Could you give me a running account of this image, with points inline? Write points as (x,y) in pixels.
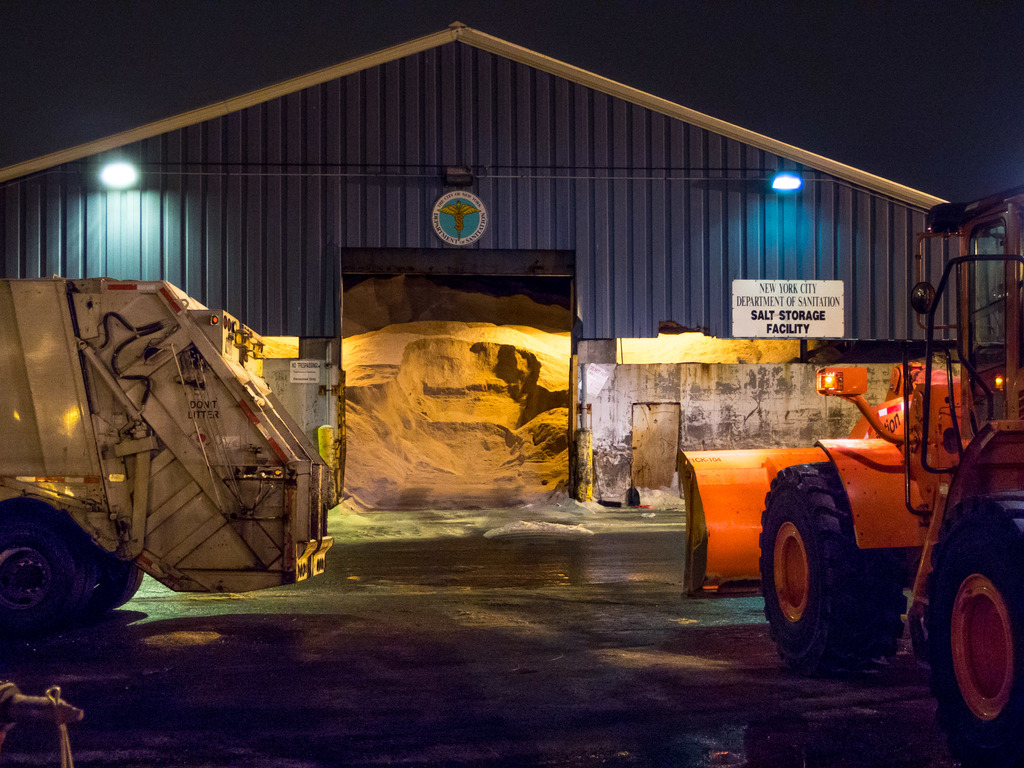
In this picture in the center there are vehicles (755,500). In the background (499,449) there is a cottage (406,231) and inside the cottage (674,261) there is sand (436,373) and on the wall (768,268) of the cottage (775,196) there is some text (806,310) written on it and there are two lights (774,180).
